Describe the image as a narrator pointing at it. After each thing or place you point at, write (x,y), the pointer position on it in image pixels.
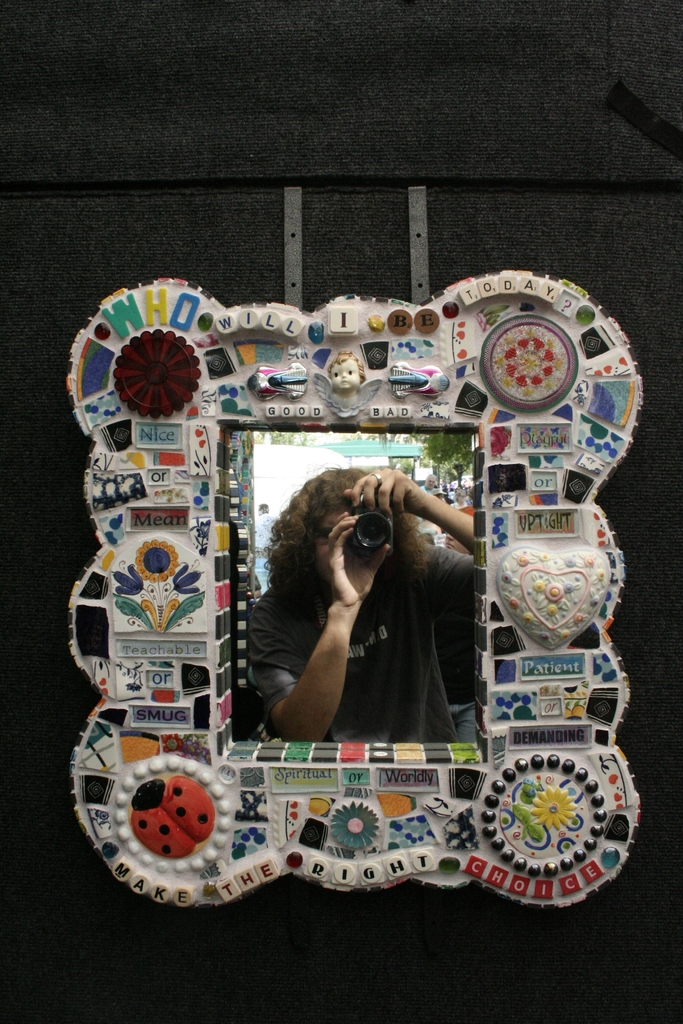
In this image, we can see a photo frame (319,398) on the wall (81,908) contains a person (342,630) holding a camera (387,533) with her hands (393,483).
